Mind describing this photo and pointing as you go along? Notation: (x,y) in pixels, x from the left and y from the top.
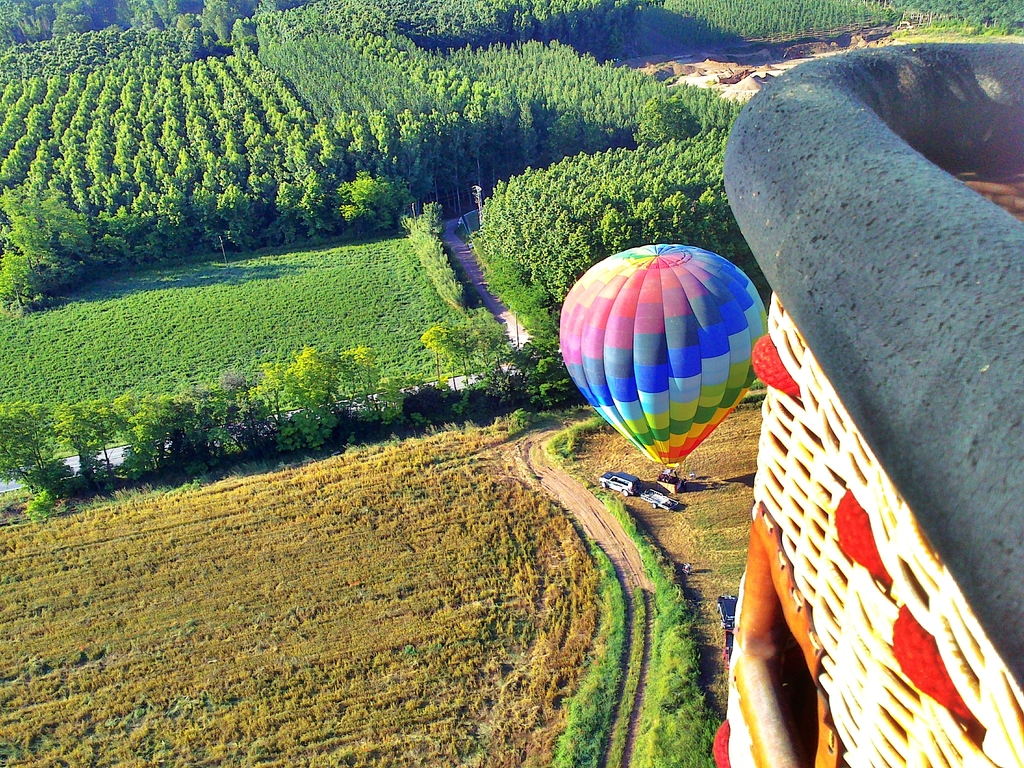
The image is taken from the basket (853,455) of an hot air balloon (949,424) and on the ground (263,171) there is a lot of greenery (267,224) and beside that there is another hot air balloon (625,410) and there are two vehicles (640,488) beside that.
